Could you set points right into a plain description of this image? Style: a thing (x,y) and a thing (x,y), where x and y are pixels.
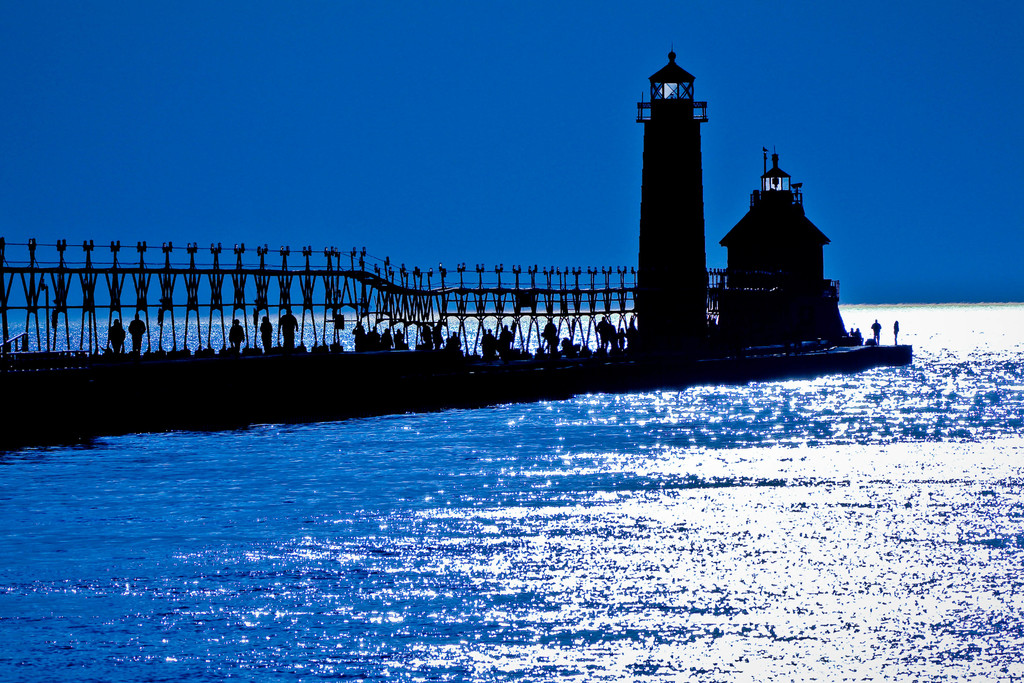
In this image I can see there is a bridge (132,379) and there are a few people (234,338) standing on it, there is a railing (633,289) and there is a lighthouse (759,253) and I can see there is a sea (417,479) and the sky (397,131) is clear.
